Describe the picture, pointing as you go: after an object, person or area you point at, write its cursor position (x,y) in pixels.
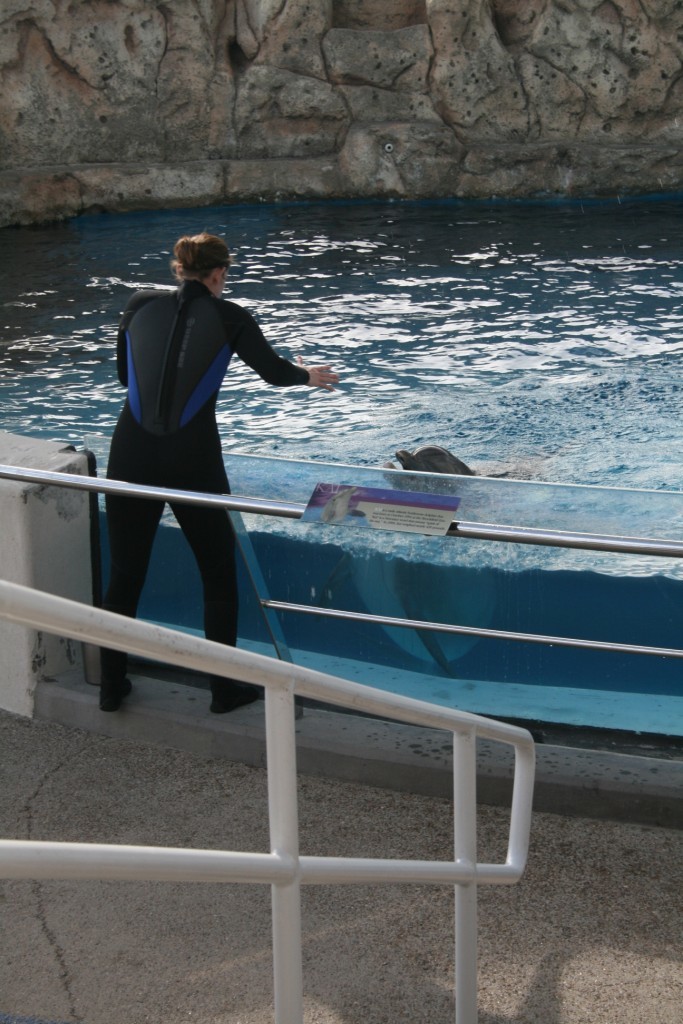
There is a person (142,534) standing and we can see rods (25,592), glass (680,633) and poster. We can see water (441,338) and dolphin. In the background (419,62) we can see rock (225,11).
